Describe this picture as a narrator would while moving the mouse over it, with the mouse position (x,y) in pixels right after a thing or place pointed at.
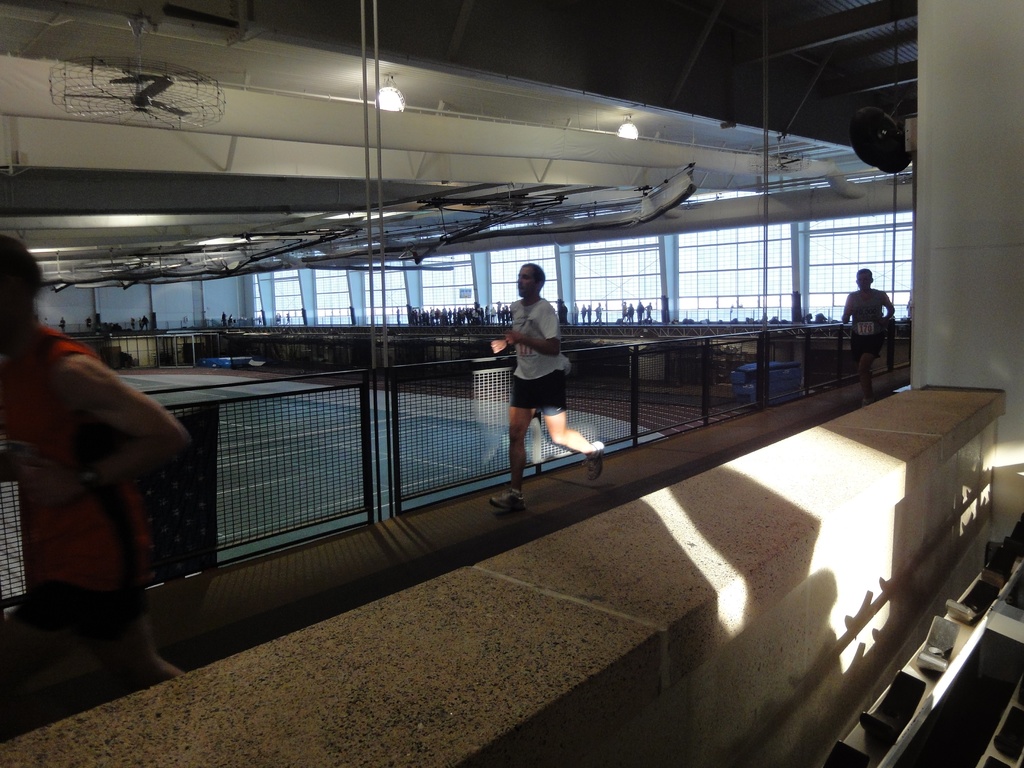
The picture is taken inside a hall (672,505). Few people (879,315) are running on the floor (180,597). There is a net boundary (246,459) around this place. There are few people (281,317) in the background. There is glass wall (707,271) in the background (752,272). On the top (615,114) there are lights (387,105) and fan (184,114) on the ceiling (602,126).
